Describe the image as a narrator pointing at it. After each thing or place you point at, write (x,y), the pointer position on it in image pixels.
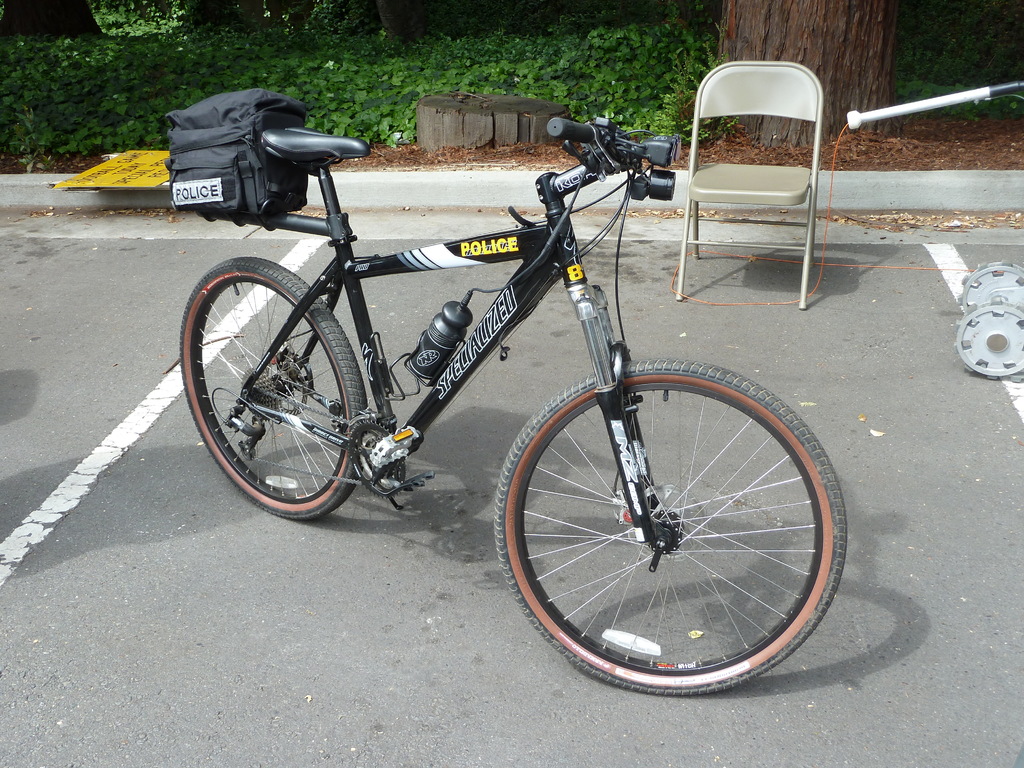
In this picture we can observe a bicycle (340,279) which is in black color. We can observe a black color bag (247,152) placed on the bicycle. We can observe a road (356,553). There is a chair (730,111) on the road (766,372). In the background (482,84) we can observe some plants (370,70) and a tree (791,27).
